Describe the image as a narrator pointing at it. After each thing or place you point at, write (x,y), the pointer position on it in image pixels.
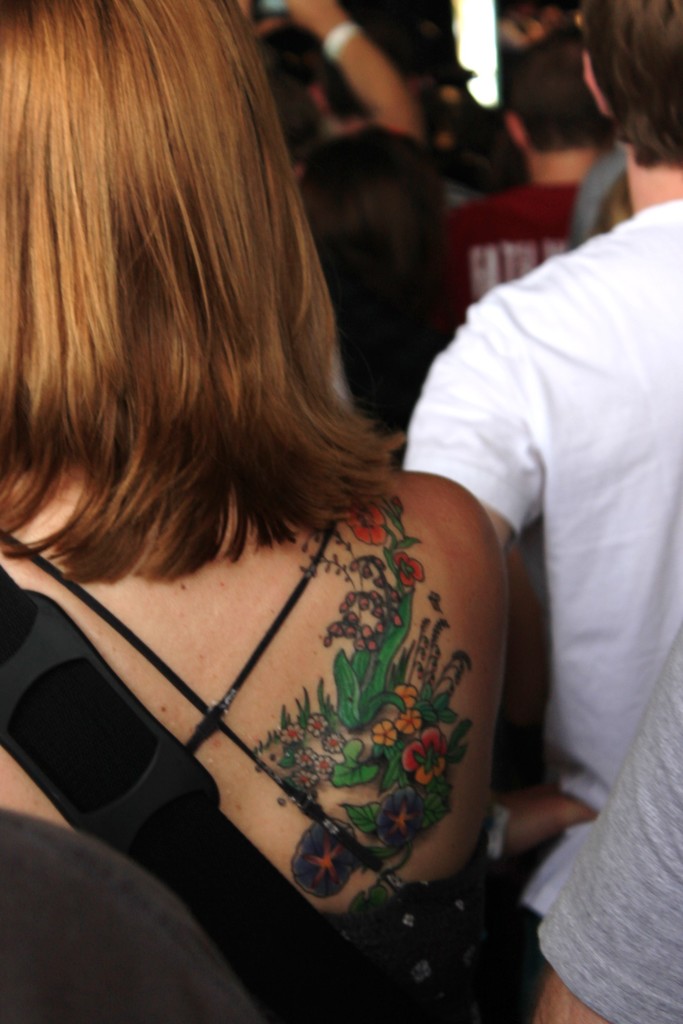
In this picture there is a tattoo (283,755) on the woman (230,585) and there are group of people (440,172).
